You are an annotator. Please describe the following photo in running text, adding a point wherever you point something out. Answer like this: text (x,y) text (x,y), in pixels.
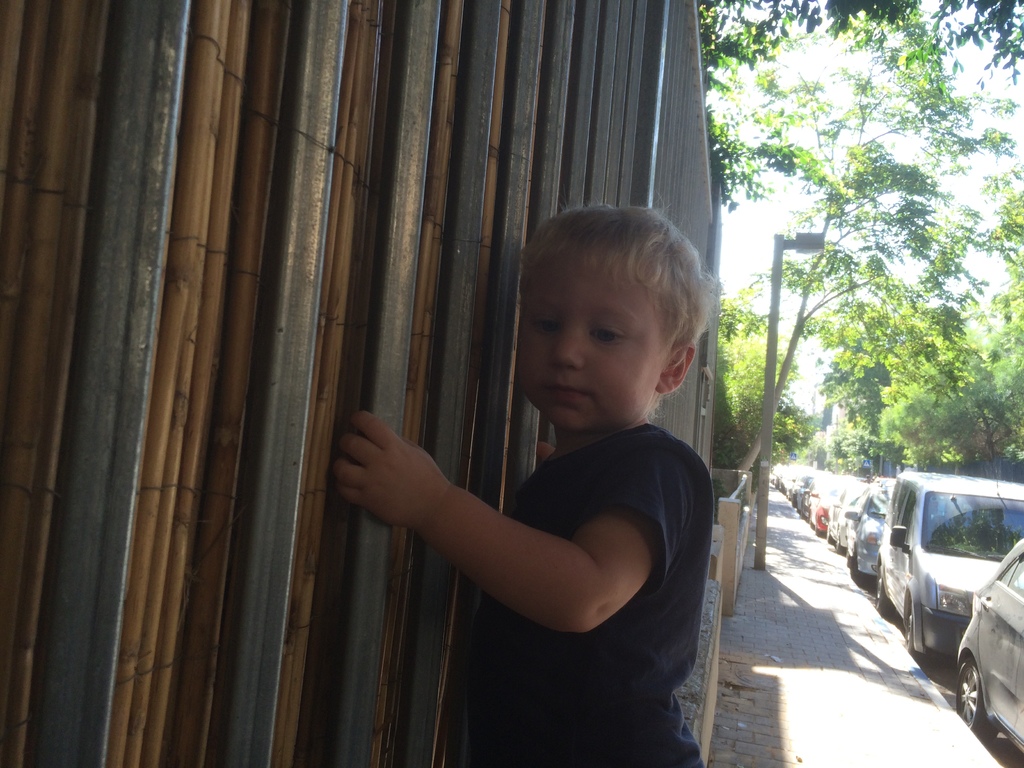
In the image we can see a boy (464,532). Behind the boy (464,532) there is fencing (367,635) and poles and trees (779,447) and vehicles (956,586).
